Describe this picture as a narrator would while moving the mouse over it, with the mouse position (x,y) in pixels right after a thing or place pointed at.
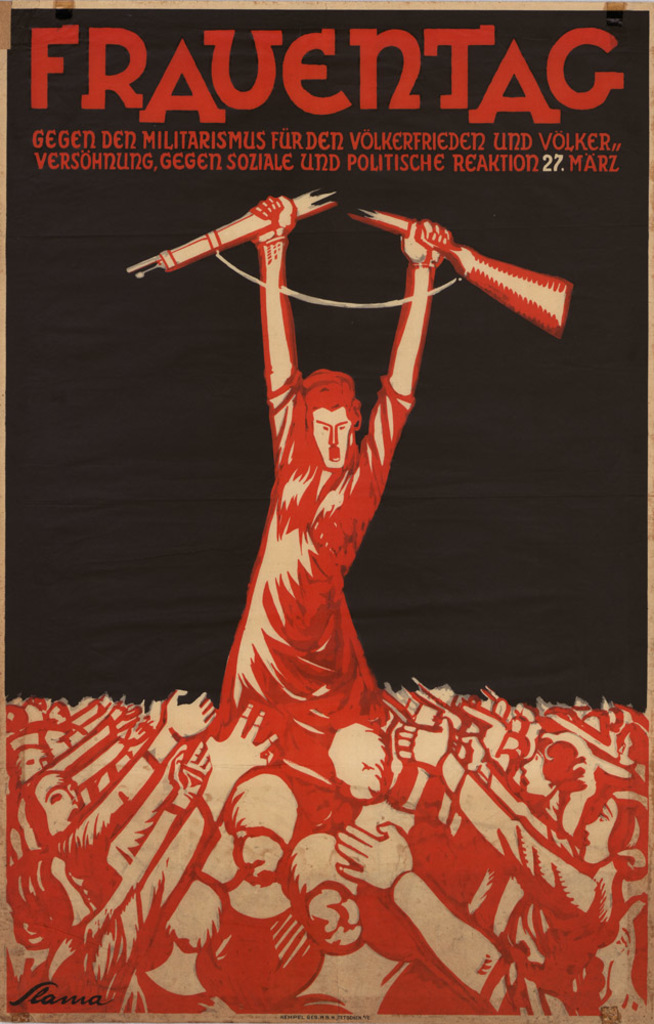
This is a poster. In the middle (347,518) a person (327,507) is holding a gun (250,229) which is broken. At bottom (385,884) many people (338,884) are there. At the top (282,145) there are texts (296,90).
